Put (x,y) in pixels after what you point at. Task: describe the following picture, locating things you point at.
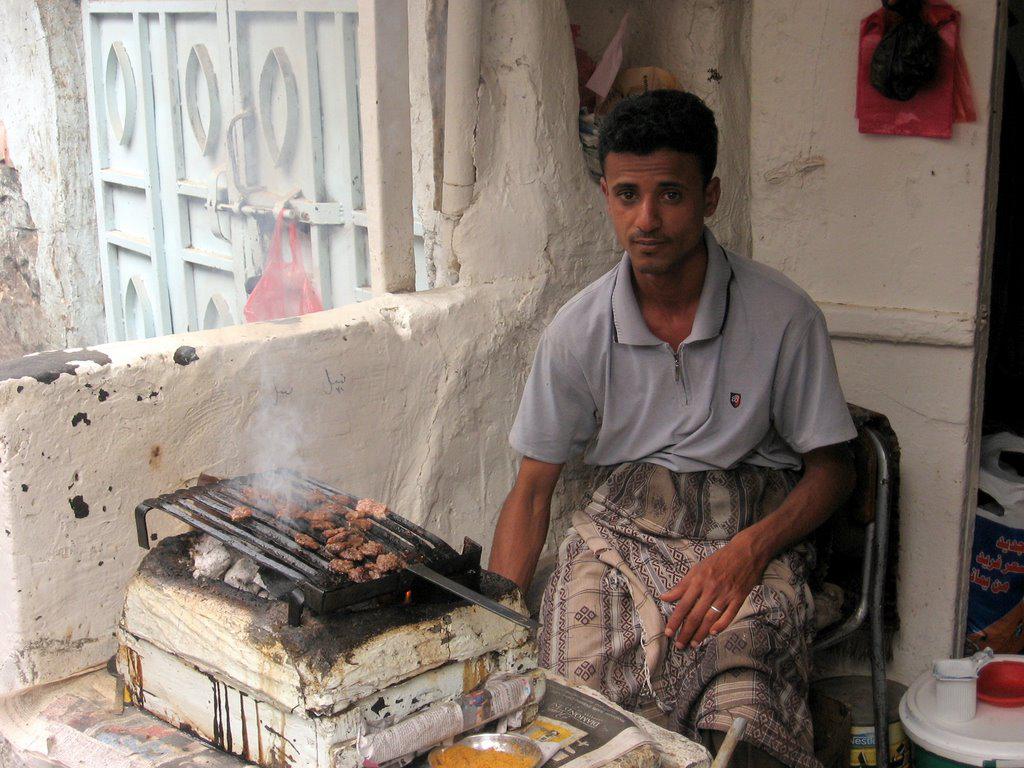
In this image, we can see a man (682,449) sitting on a chair (877,594), we can see a gate (178,128), we can see the wall (561,172) and a door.
